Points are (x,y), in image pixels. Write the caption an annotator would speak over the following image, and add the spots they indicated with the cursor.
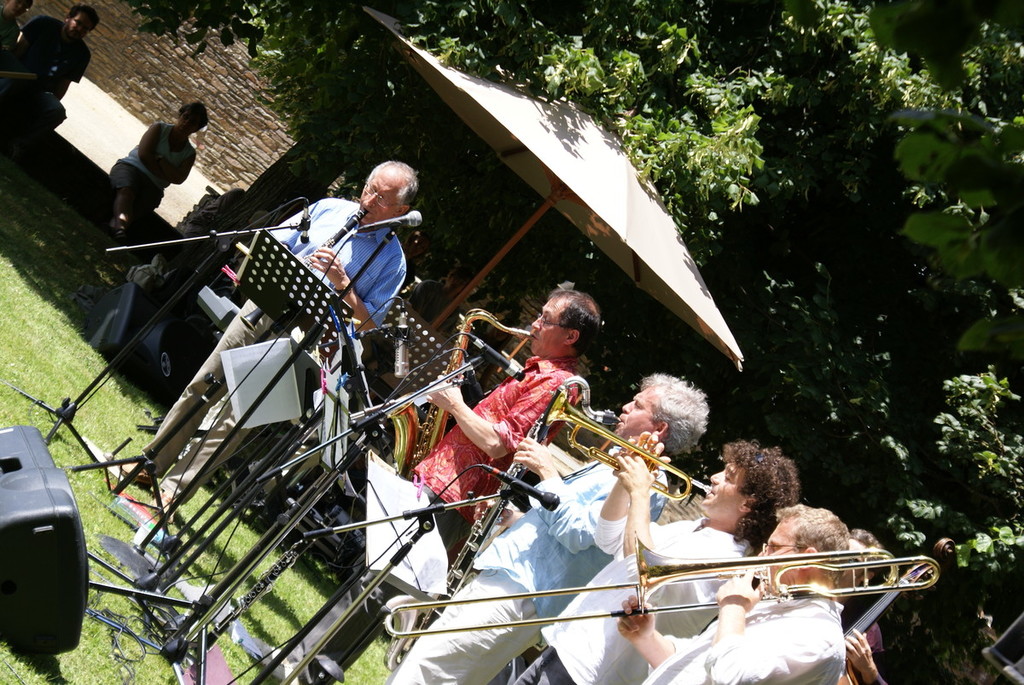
In this image there are group of people (461,418) standing and holding the musical instruments (436,419) like a saxophone (430,430), a trumpet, a clarinet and a trombone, and there are mics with the mics stands (362,442), there are group of people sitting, there is a speaker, there is an umbrella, there are trees (757,271).
